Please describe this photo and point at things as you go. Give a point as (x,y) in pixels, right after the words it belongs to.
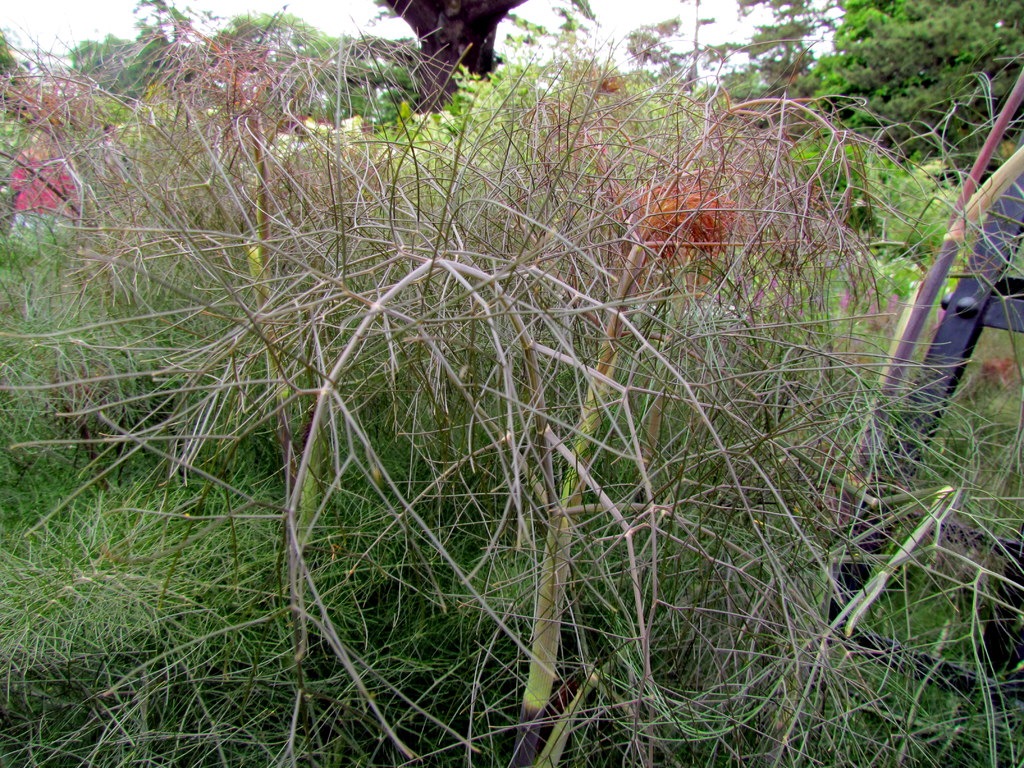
Here we can see plants (741,187), trees (805,91), and sky (385,24).
